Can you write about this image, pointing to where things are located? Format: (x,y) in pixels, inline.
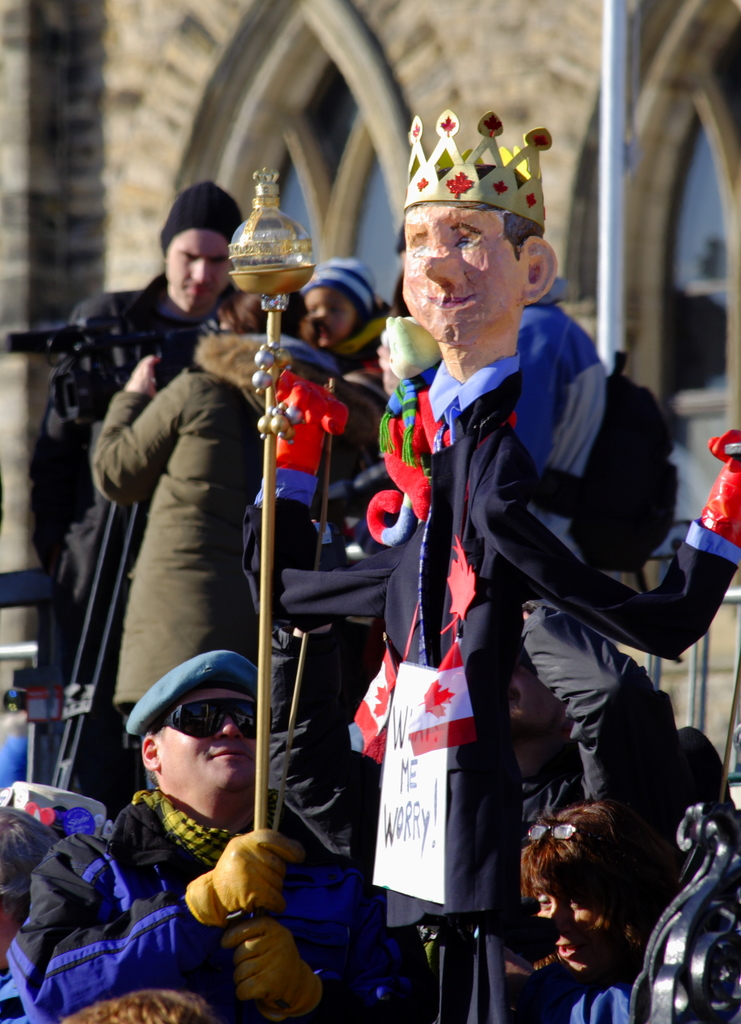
In this picture we can see a statue (457,288), pole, some people (179,566), some objects (740,632) and in the background (333,118) we can see the wall (222,117), windows (712,181).
